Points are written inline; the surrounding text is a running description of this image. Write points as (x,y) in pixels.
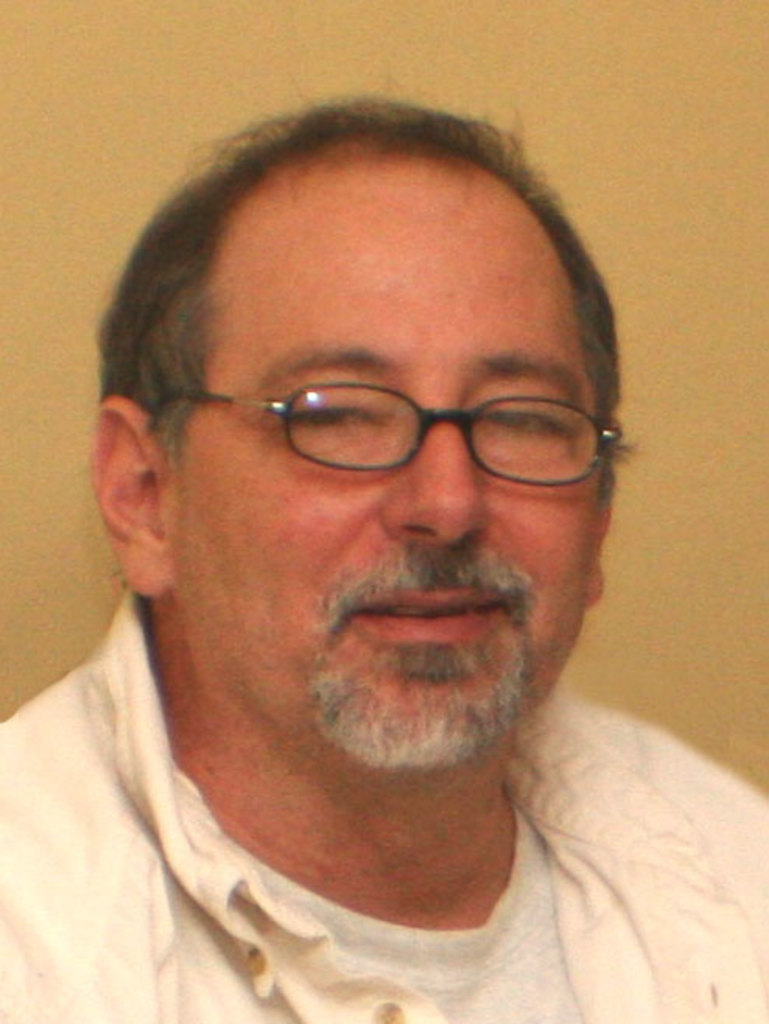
This is picture of a person (718,1000) with spectacles (258,404) on his face (283,492) and he wore a white color shirt (600,949).
